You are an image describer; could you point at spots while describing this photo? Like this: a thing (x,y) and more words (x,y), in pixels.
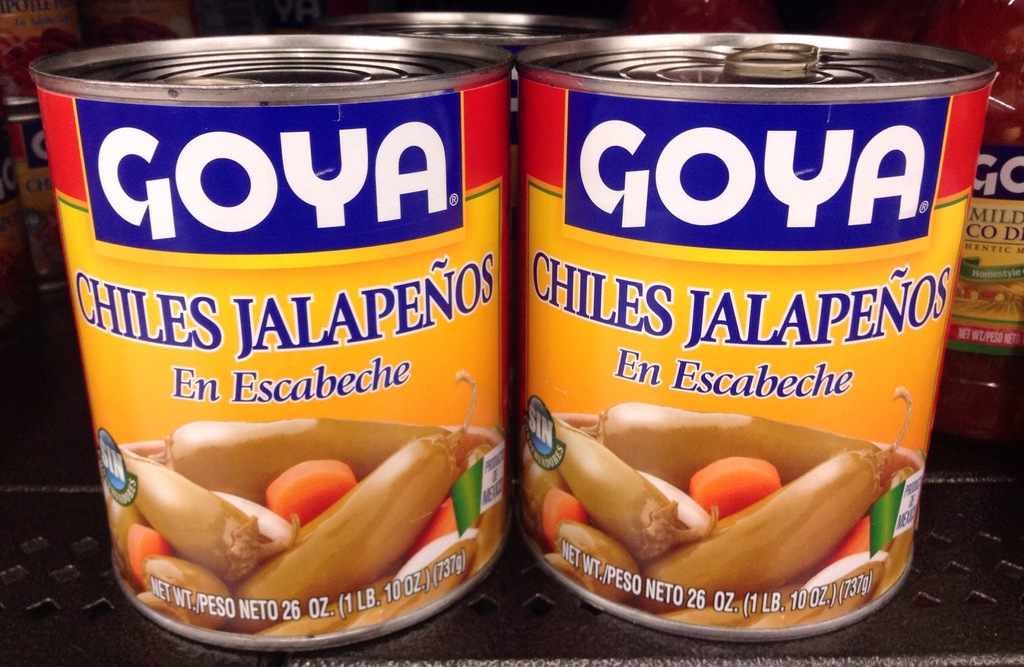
In this image we can see an object (70,325) which looks like a rack (216,654) and we can see the cans (557,477) with text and images (575,506) on the rack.
